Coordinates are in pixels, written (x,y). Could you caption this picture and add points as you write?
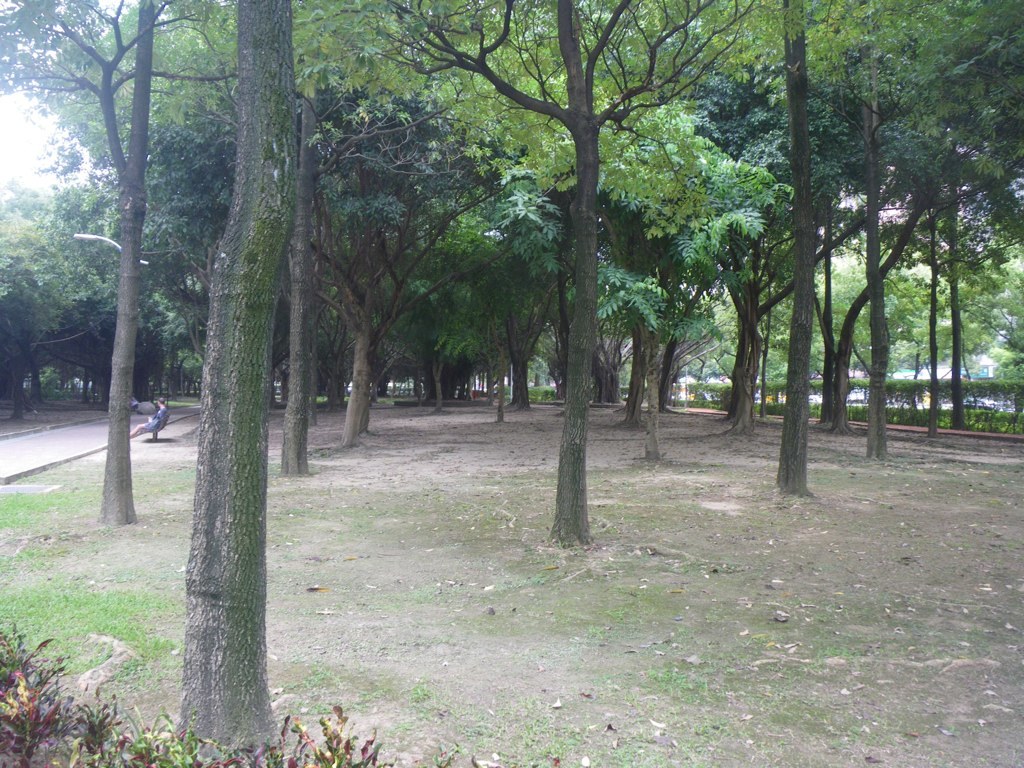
I think this picture was taken in the park (432,521). These are the trees (645,136) with branches (368,299) and leaves (330,308). I can see the small bushes (62,715). Here is a person (143,428) sitting on the bench (158,425). This is the pathway (34,453).
